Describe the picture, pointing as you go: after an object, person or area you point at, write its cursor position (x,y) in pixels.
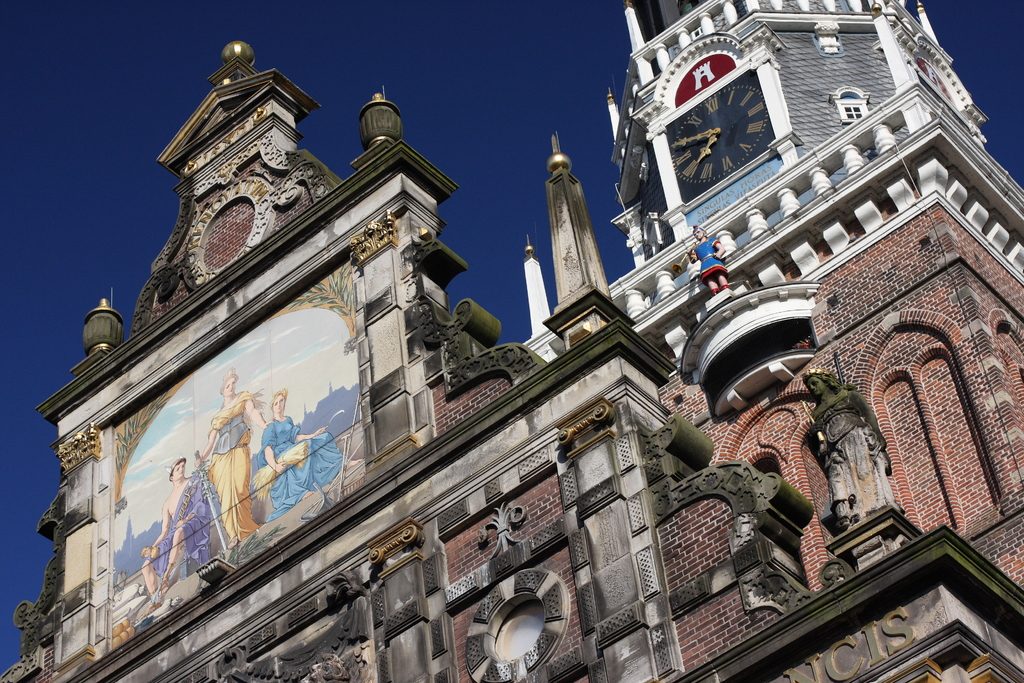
In this picture, we see a building (654,317) which is in white and red color and it is made up of red colored bricks (683,516). We even see photo frame (279,420) and watch (746,157) placed on top of the building (580,498). At the top of the picture (363,97), we see the sky (323,51), which is blue in color.
